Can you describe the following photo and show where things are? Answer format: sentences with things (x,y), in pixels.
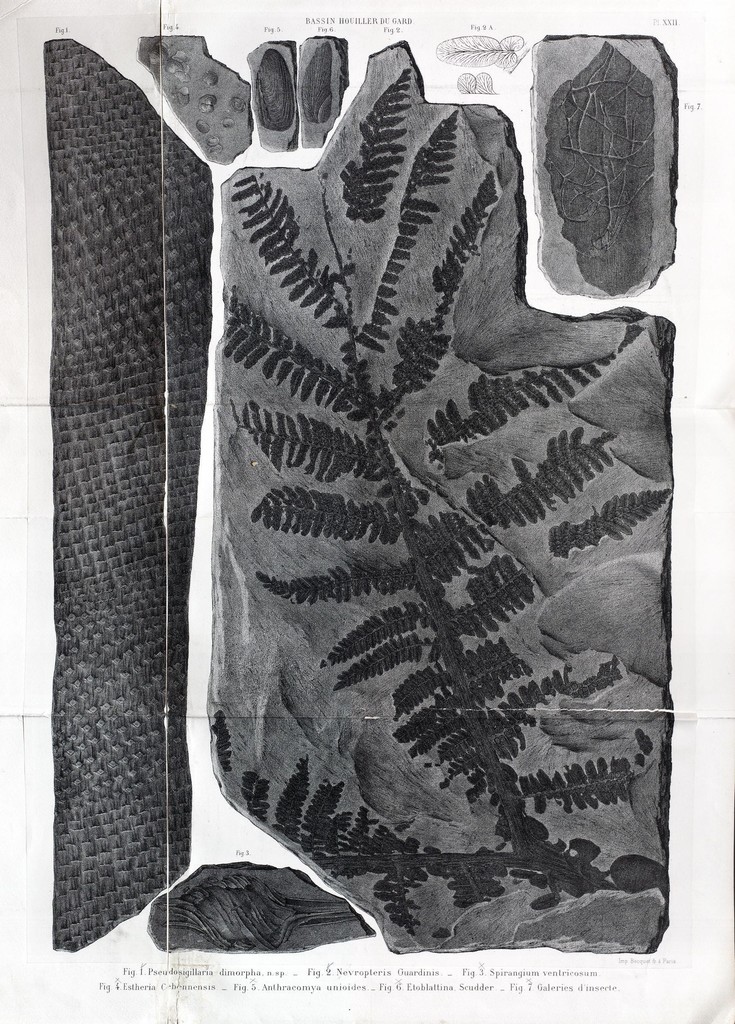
This image is a black and white image. This image consists of a paper (495,530) with a few images (261,445) and a text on it.
